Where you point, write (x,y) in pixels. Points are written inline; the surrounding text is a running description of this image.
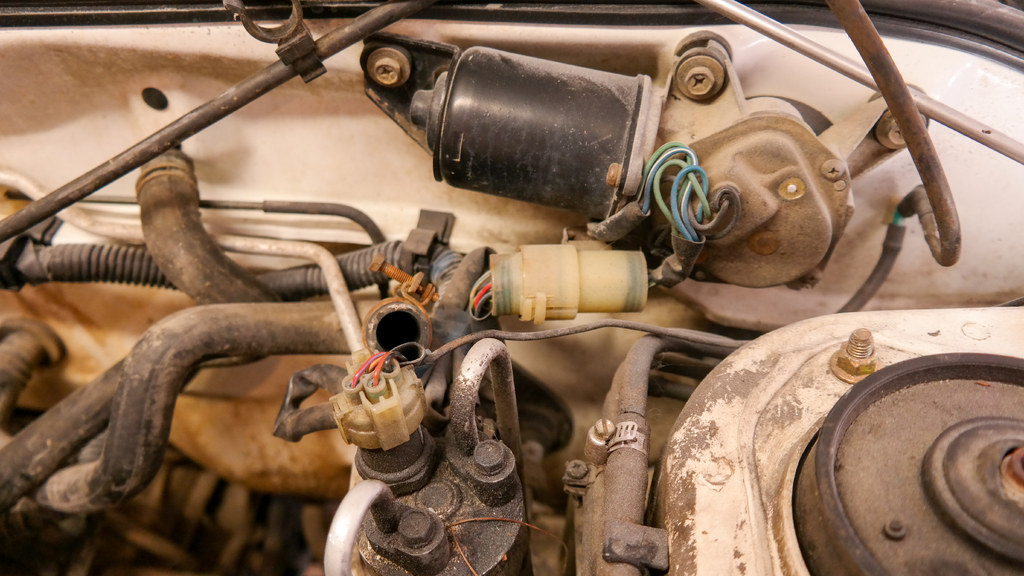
In this picture they look like inside parts (255,187) of a vehicle (518,228) with wires (622,214), motors (733,166), pipes (266,310), nuts (397,520), rods (94,181) etc.
